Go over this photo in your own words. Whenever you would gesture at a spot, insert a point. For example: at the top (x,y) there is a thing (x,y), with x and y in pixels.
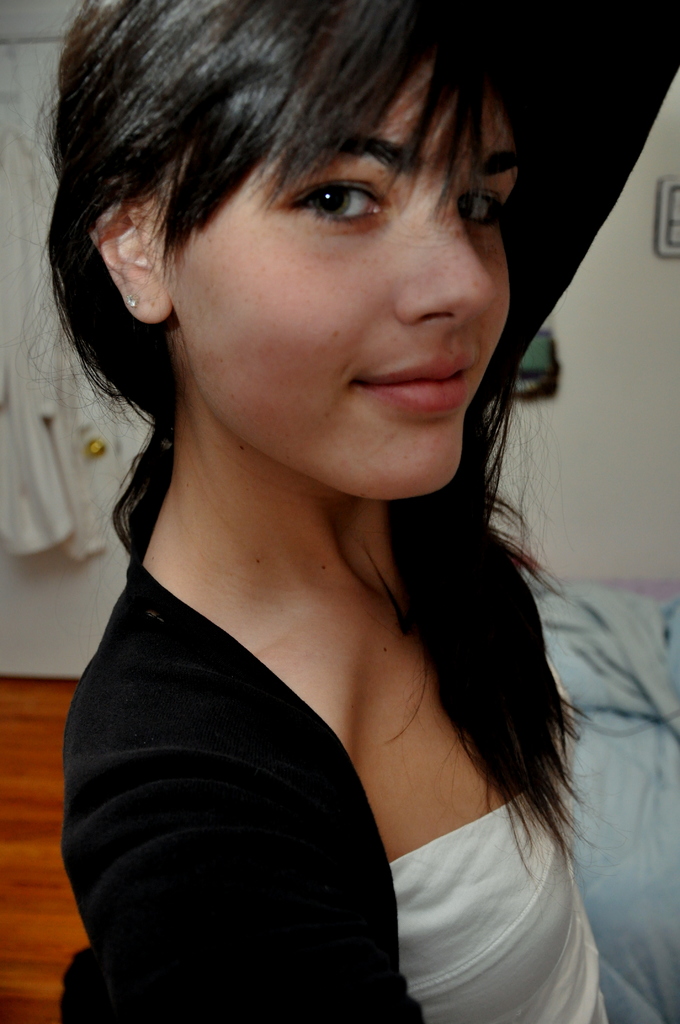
In this image I can see the person (315,747) is wearing black and white color dress (307,774). Back I can see the blue color blanket (624,666), wall (625,439), door (126,469) and few objects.
